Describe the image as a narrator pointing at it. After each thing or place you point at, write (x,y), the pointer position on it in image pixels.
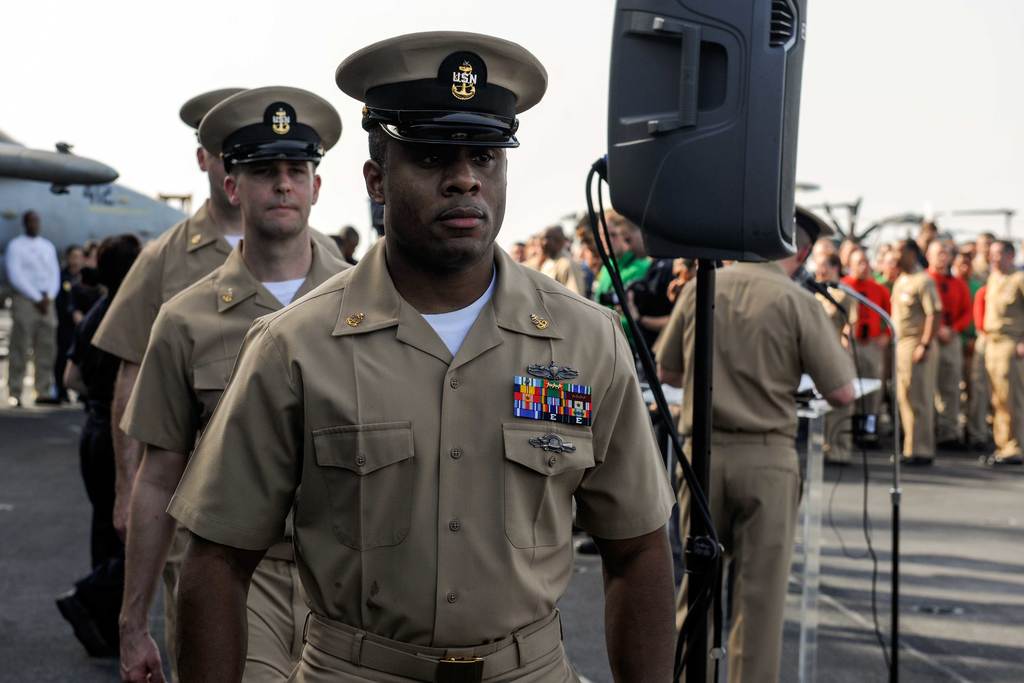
In this image we can see the people (770,445) standing on the ground (838,472) and on the right side (733,65), we can see the podium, microphone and speaker (689,76). In the background (90,211), we can see an airplane (99,204) and sky (303,3).
